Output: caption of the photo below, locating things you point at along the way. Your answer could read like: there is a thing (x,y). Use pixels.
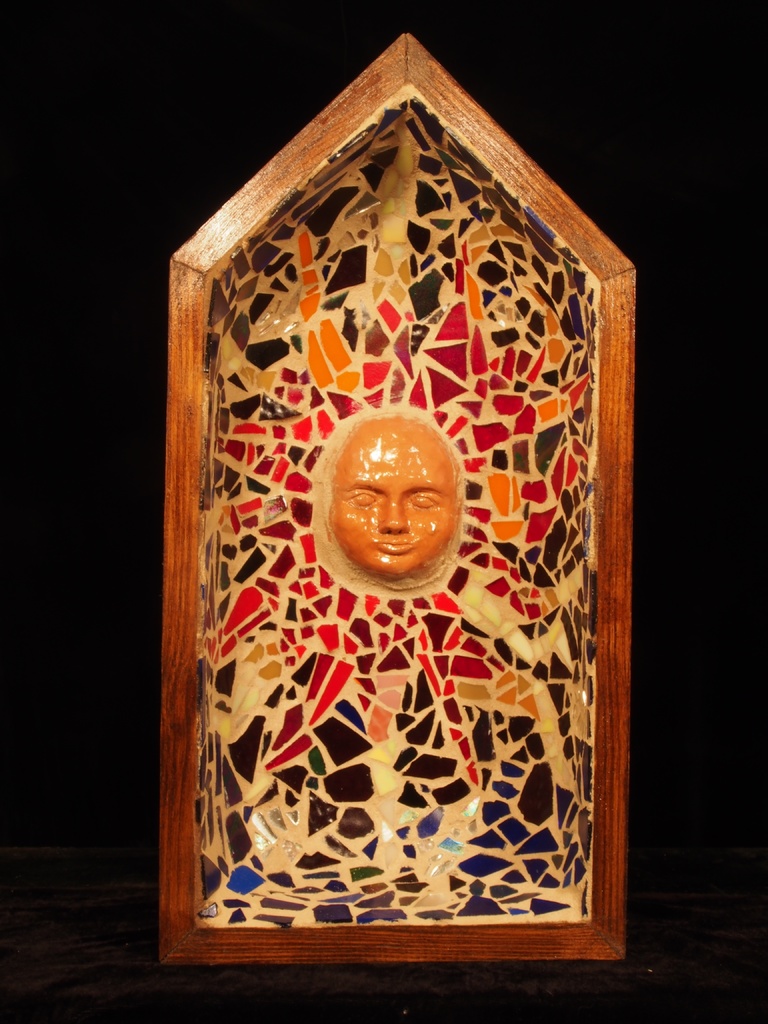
In the picture I can see the visual art (308,507) on the wooden block (325,558) and the background (149,169) is dark.
